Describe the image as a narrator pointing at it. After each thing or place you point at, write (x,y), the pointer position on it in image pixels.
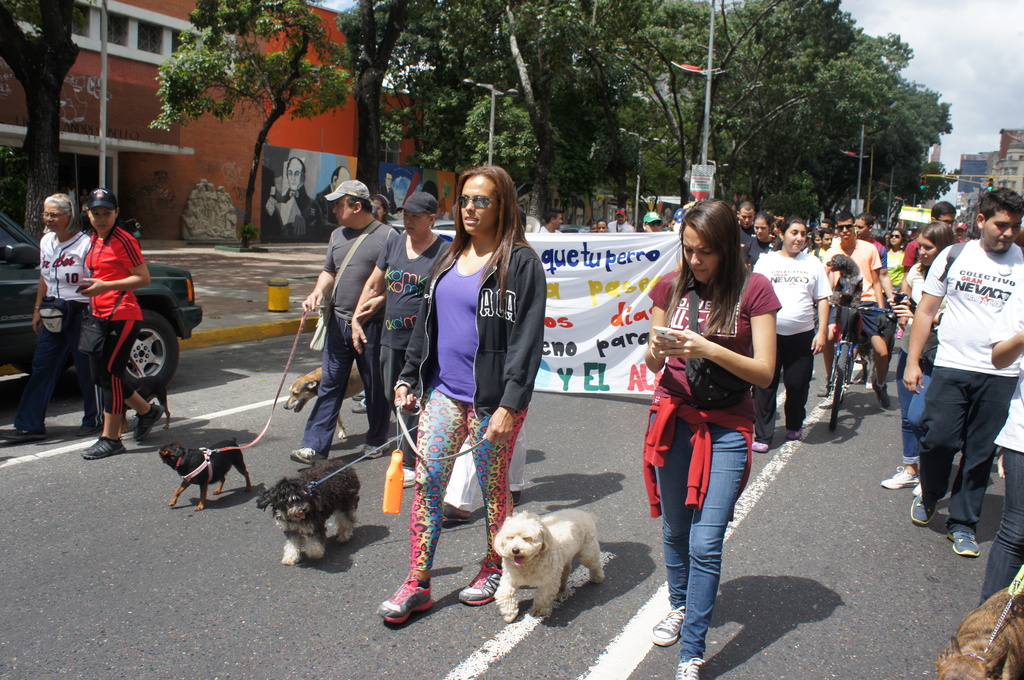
In this image, we can see some people (499,517) walking and they are holding some puppies (304,521), in the background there is a group of people (826,267) walking on the road (160,535), at the left side (4,346) there is a car (18,345), there are some green color trees (483,67), at the top (960,23) there is a sky (951,46).
